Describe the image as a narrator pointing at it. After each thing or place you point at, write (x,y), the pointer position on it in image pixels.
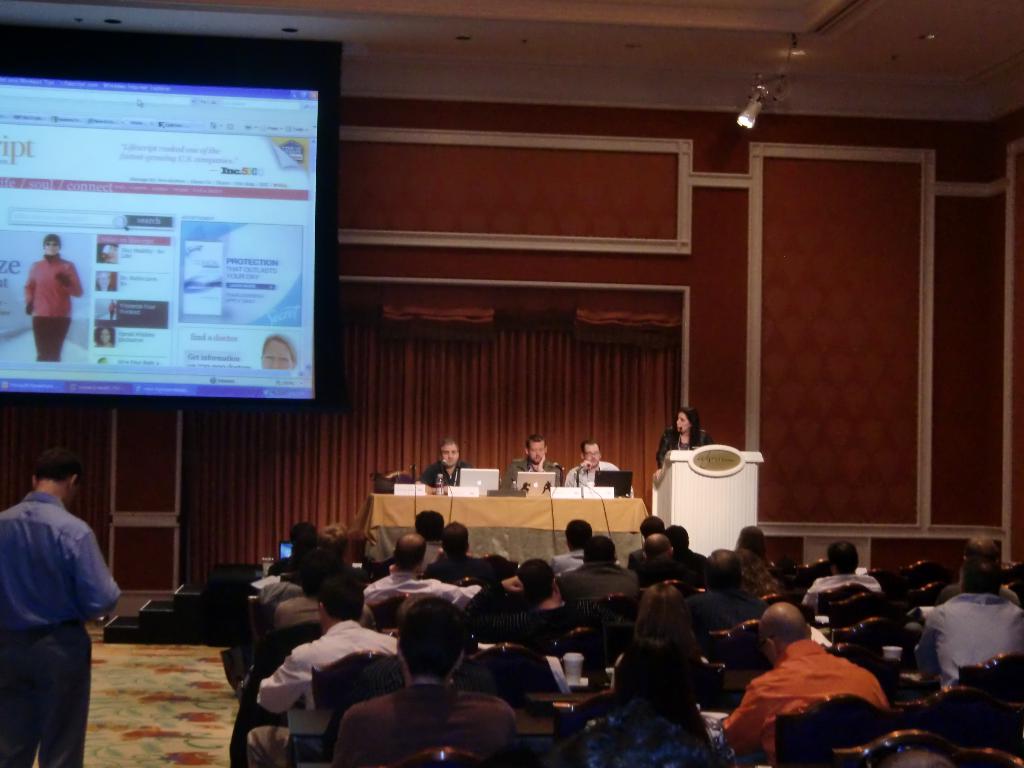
In the background (213,336) we can see a projector screen (44,219). Here we can see people (602,464) near to a table (590,519). On the table (642,514) we can see laptops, board (581,494) and bottles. We can see a woman (690,428) standing near to a podium (724,473). On the right side of the picture (965,629) we can see people (572,588) sitting on the chairs (364,673). On the left side of the picture (159,712) we can see a man (12,560) standing on the floor (218,711).
